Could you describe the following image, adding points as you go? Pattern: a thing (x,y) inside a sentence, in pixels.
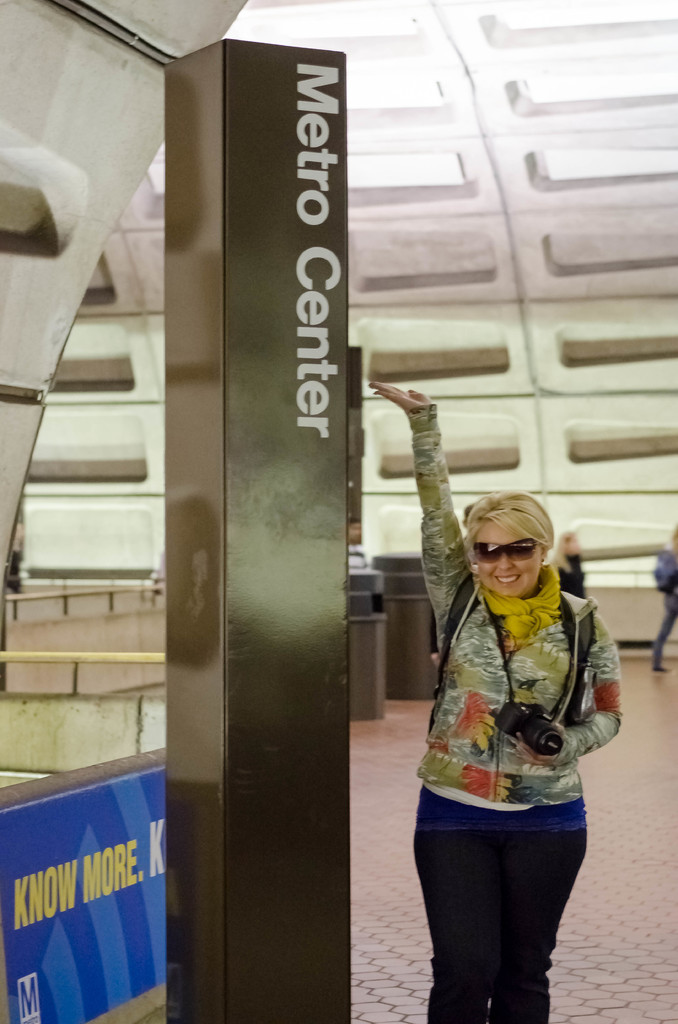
In this image I can see a woman (562,845) is standing by holding the camera (536,728) in her hand (526,749). She wore sweater (529,688), in the middle (276,657) there is the pillar (275,440). There is the text (323,315) on it, on the left side (1,824) there is the blue color banner (103,891).
